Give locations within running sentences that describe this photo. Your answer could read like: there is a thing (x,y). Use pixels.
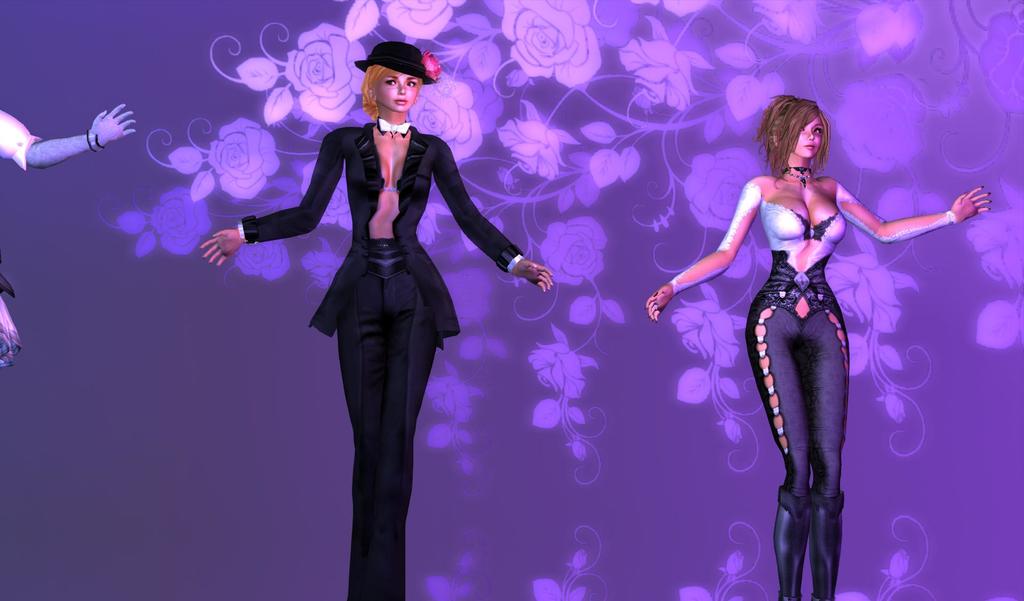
In the center of the image (362,363) there are dolls (792,357). In the background (542,106) we can see an art (594,129).
